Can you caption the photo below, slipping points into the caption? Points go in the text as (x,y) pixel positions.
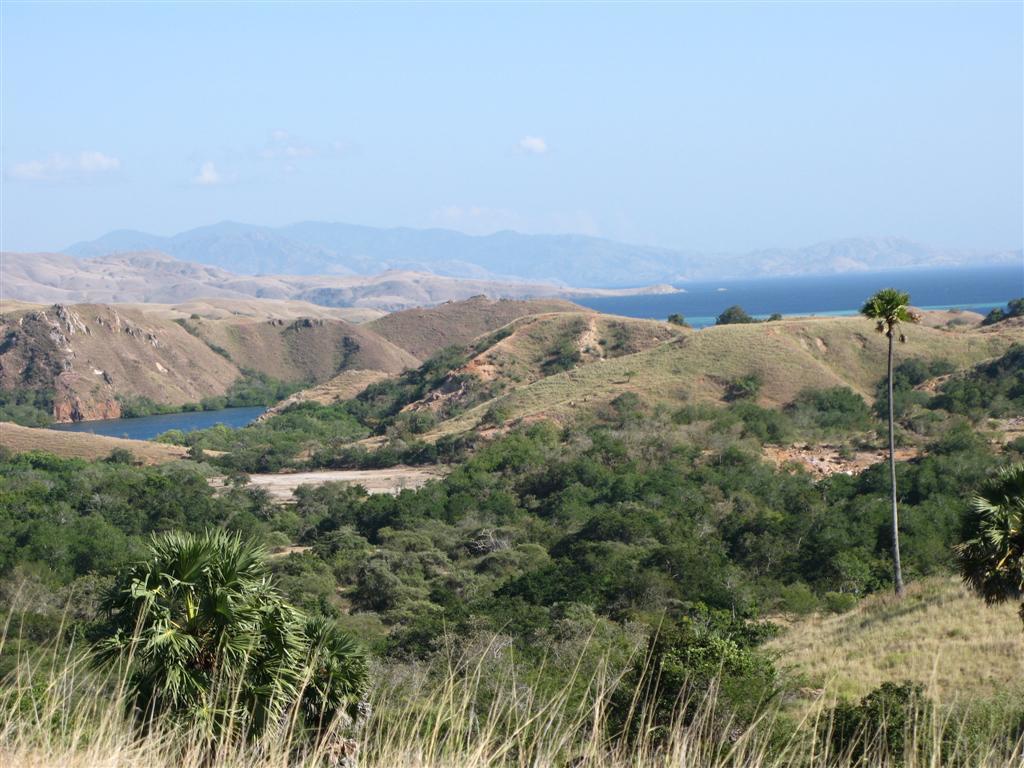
In this image we can see there is a grass (442,689), plants (659,574), trees (678,506), mountains (535,412), river (740,305) and sky (336,137).
